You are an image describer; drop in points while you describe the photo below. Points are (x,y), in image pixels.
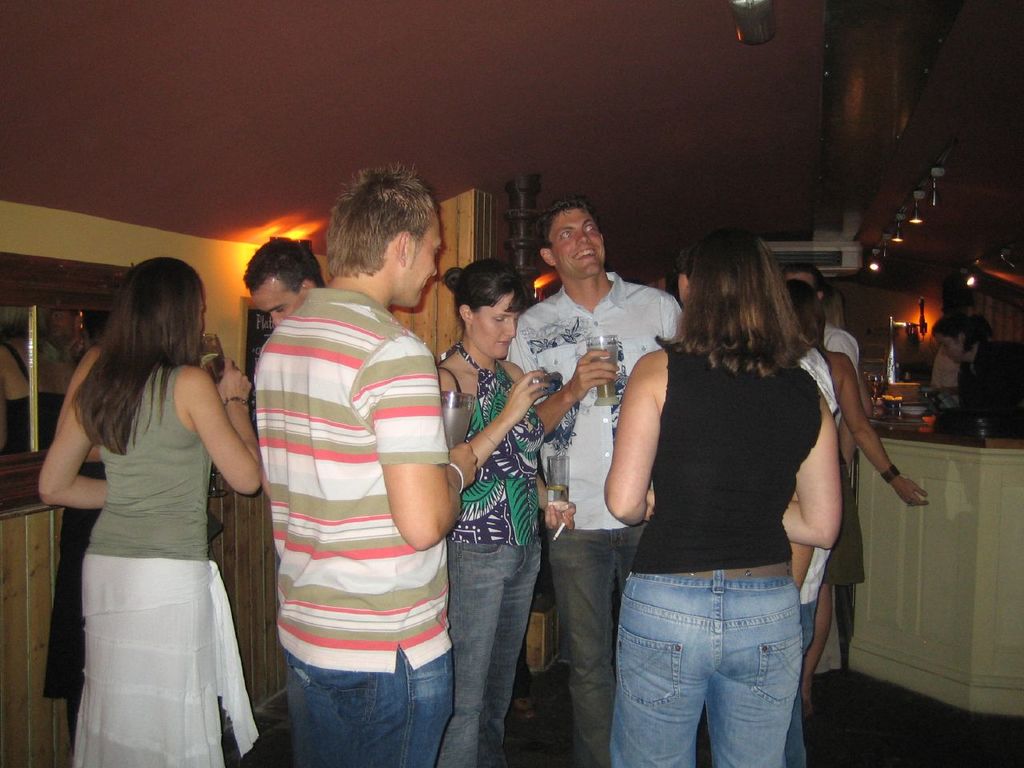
In this image we can see the people (642,395) standing and holding the glasses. We can also see a woman (515,478) holding the cigarette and standing on the floor (522,728). In the background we can see some objects (925,417) on the counter (989,441). We can also see the people (976,354), lights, air conditioner (828,252), wall (226,336), board (261,336) and also the ceiling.
